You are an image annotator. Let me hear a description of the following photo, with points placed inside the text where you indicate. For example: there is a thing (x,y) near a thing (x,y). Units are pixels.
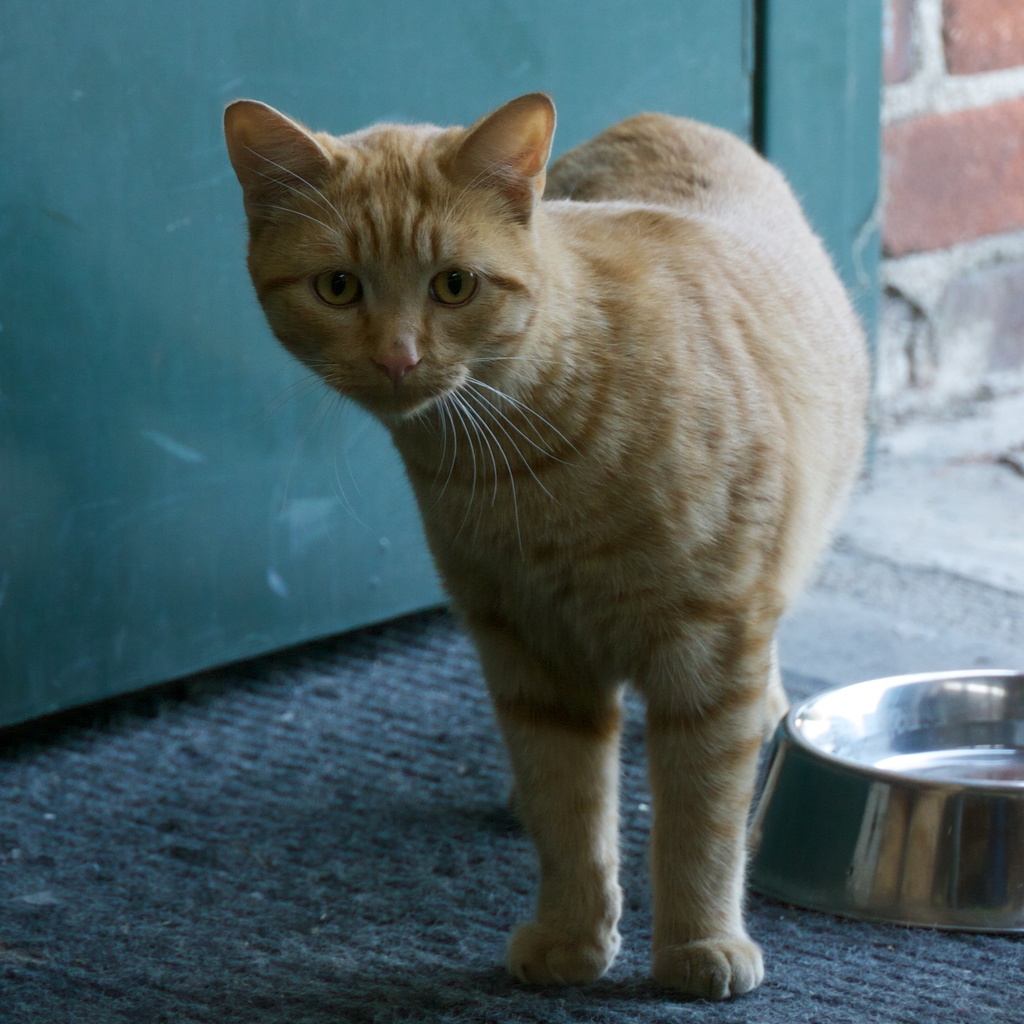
In this image, we can see a cat (548,980). We can see the ground (481,748). We can also see a container (894,677) on the right (850,724). In the background (92,289), we can see the wall (925,172) and a green colored object (772,58).
